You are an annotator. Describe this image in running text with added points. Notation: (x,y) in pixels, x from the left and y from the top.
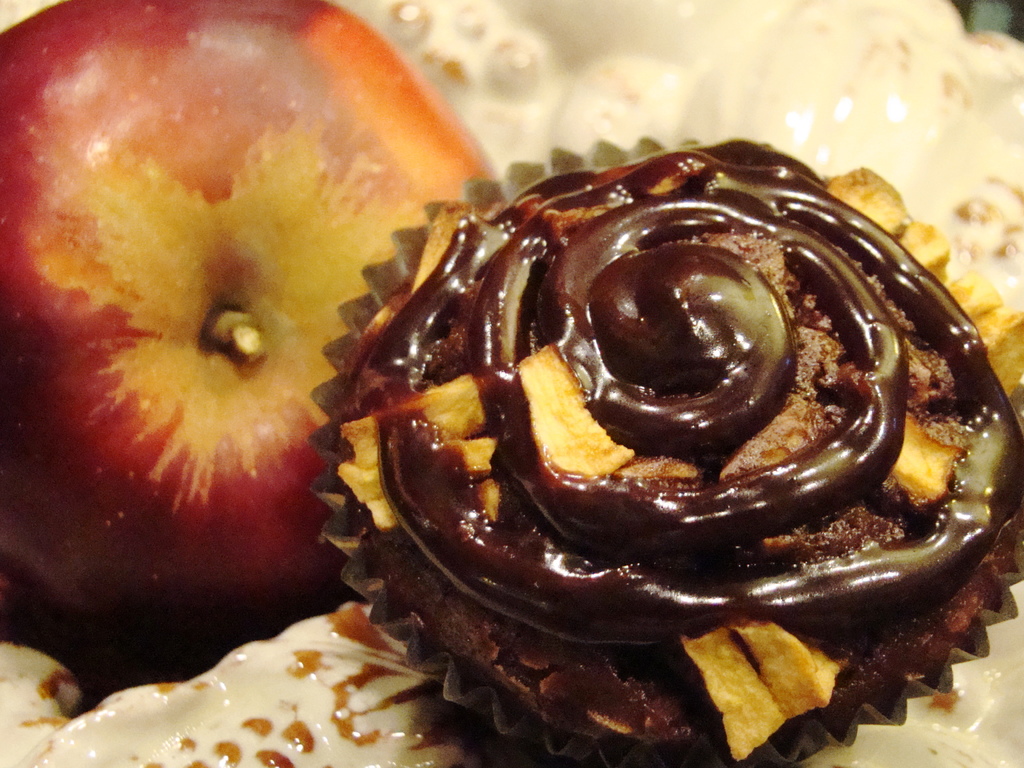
In this image we can see an apple (339,261) and a muffin (519,382) on the dish (672,104).
